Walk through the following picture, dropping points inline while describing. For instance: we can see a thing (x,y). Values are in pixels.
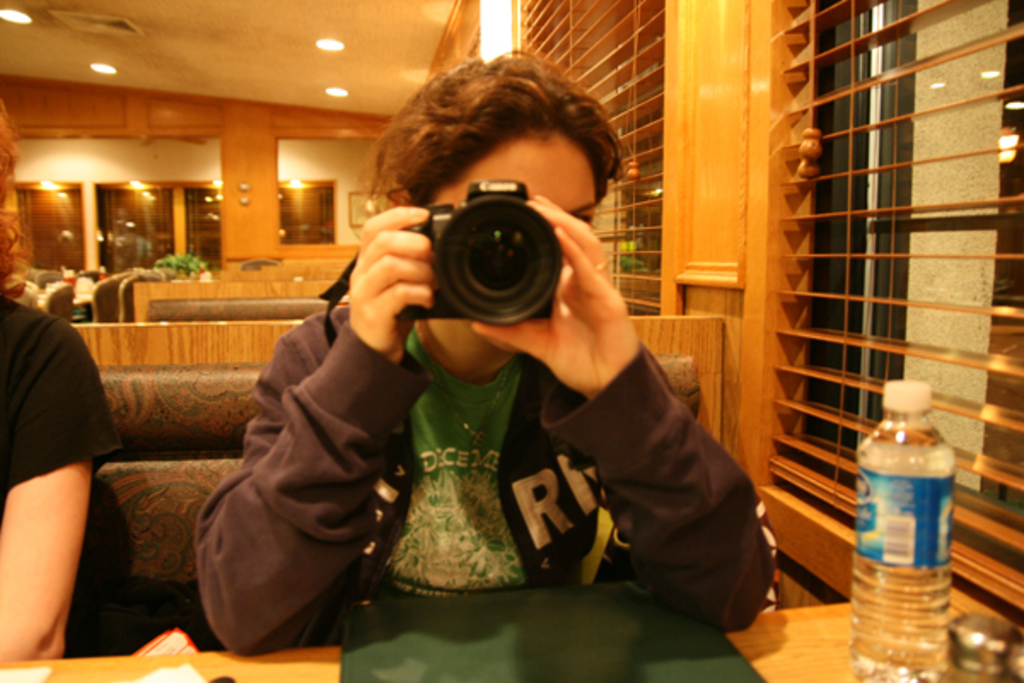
In the picture we can see a woman (406,369) sitting on the bench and she is holding a camera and capturing something and beside her we can see a person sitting and on the table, we can see a green color mat (587,654) and a water bottle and beside the table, we can see a wall (721,269) with a window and behind her we can see some benches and in the background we can see a wall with a door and some lights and to the ceiling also we can see some lights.
